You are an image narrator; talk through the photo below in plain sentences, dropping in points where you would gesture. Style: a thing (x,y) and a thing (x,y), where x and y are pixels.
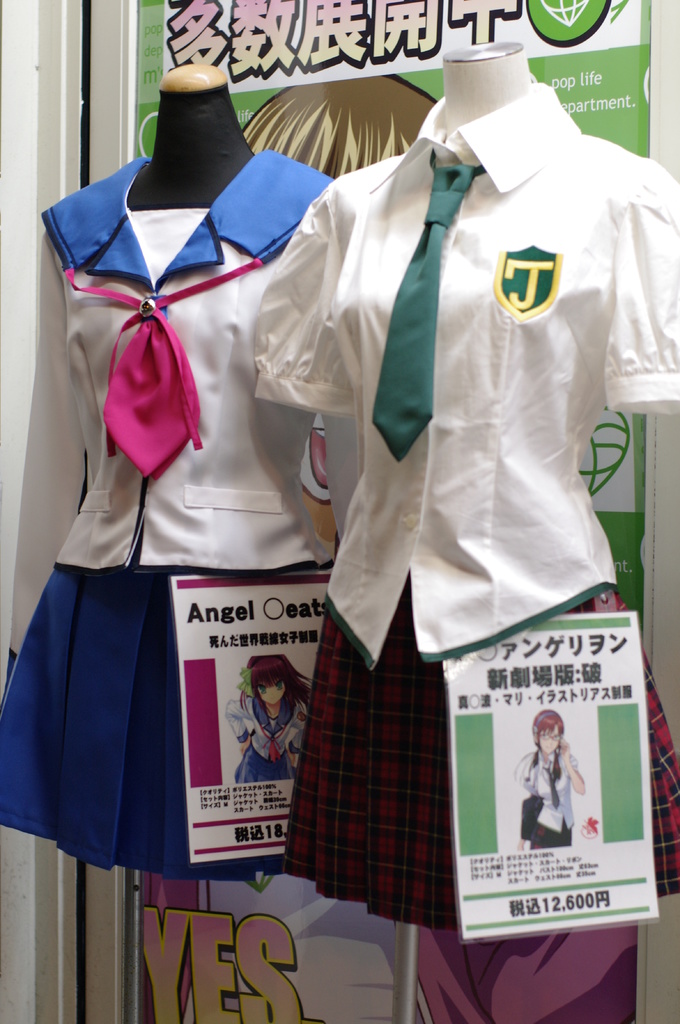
In this image we can see display of two different uniform (436,594), One is in white and red color and the other one is in white and blue color. Behind it one banner (334,67) is there.
